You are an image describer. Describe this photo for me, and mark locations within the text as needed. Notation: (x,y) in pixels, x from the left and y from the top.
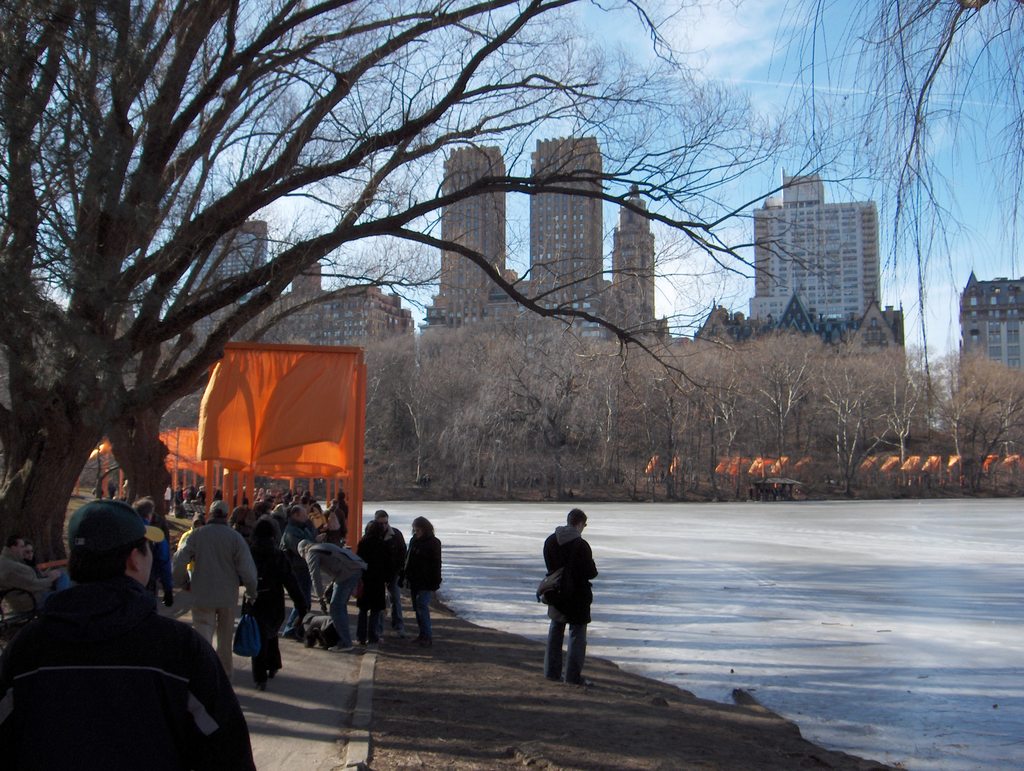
In this image, we can see some persons (559,556) and tents (303,466). There are trees (472,468) and buildings (468,297) in the middle of the image (424,368). There is a lake (762,563) in the bottom right of the image (852,656). There is a sky (711,46) at the top of the image (605,31).
